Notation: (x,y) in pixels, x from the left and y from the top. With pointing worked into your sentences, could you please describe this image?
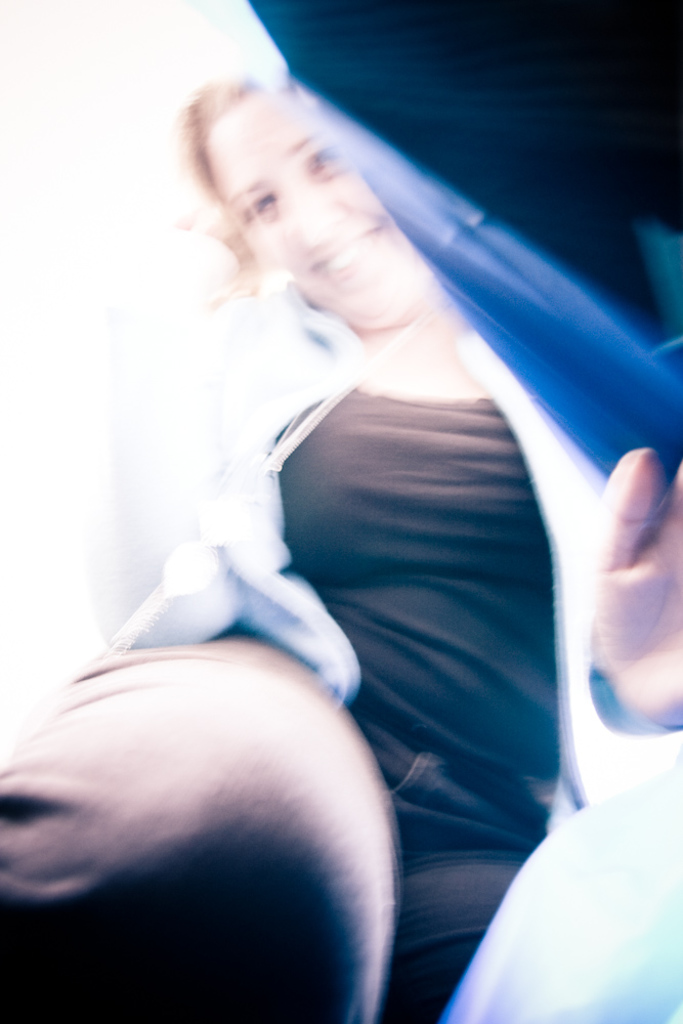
In the picture we can see a woman (11,844) crouching, she is with black T-shirt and white shirt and removing a blue color cover (669,412) and smiling.
